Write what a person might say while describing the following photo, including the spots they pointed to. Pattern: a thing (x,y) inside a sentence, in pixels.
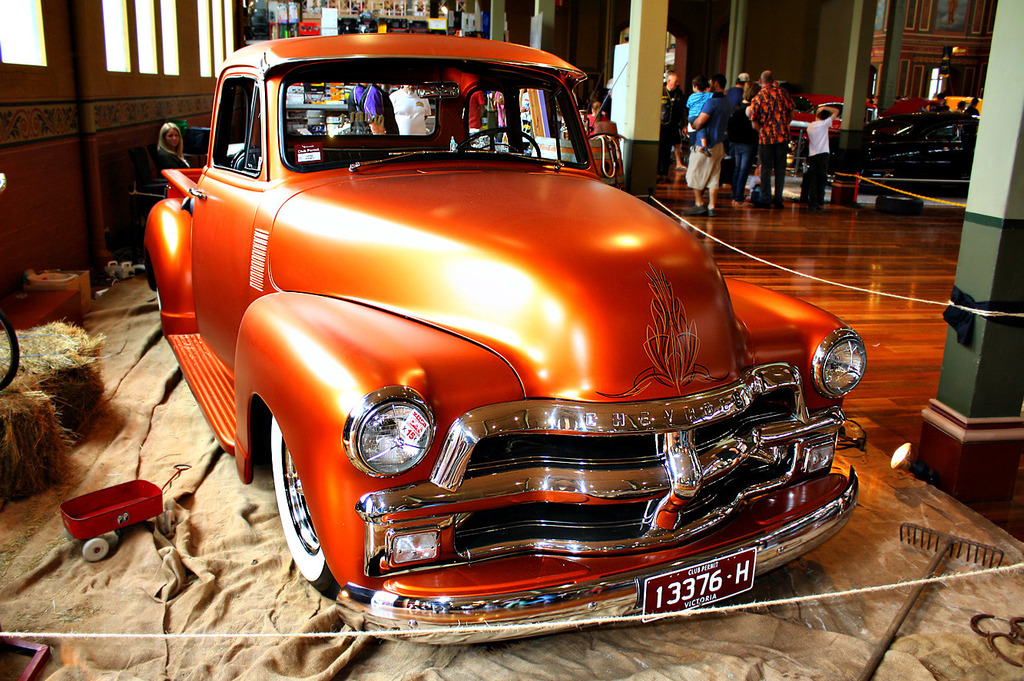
In this image there is a vehicle (321,370), beside the vehicle (255,460) there are few objects (114,518) placed on the floor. In the background (726,146) there are a few people (778,159) standing on the floor (736,218) and there is a wall (711,27).
